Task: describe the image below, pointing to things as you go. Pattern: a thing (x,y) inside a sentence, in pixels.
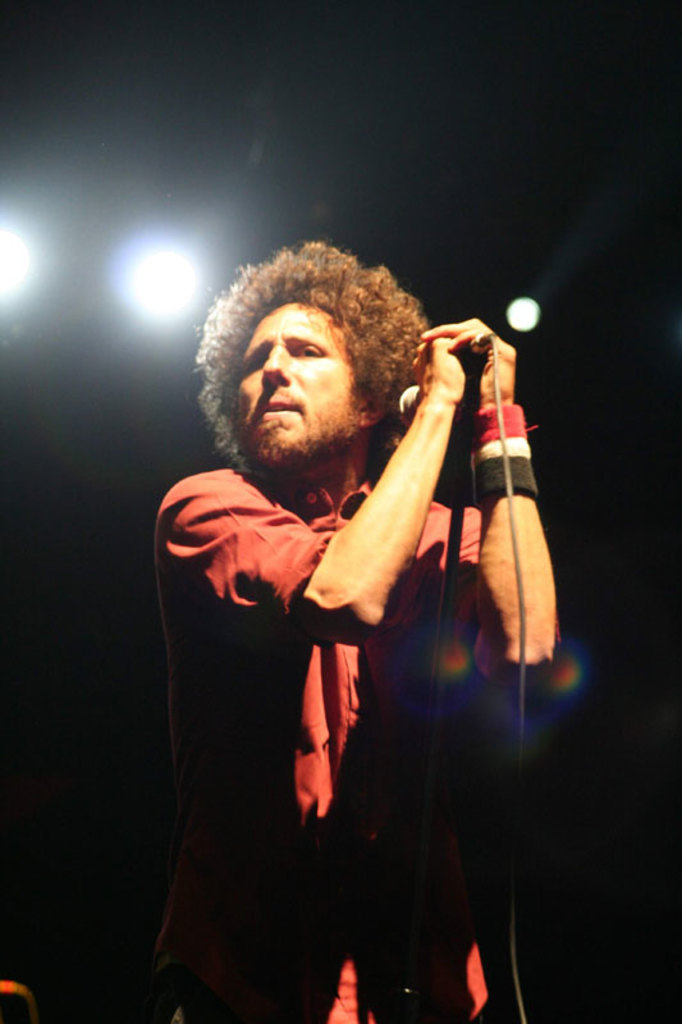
A man (290,698) with red shirt (295,641) is standing. He is holding a mic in his hands (447,370). He is having curly hair (262,284) and on the top (3,273) there are three lights (2,287).
